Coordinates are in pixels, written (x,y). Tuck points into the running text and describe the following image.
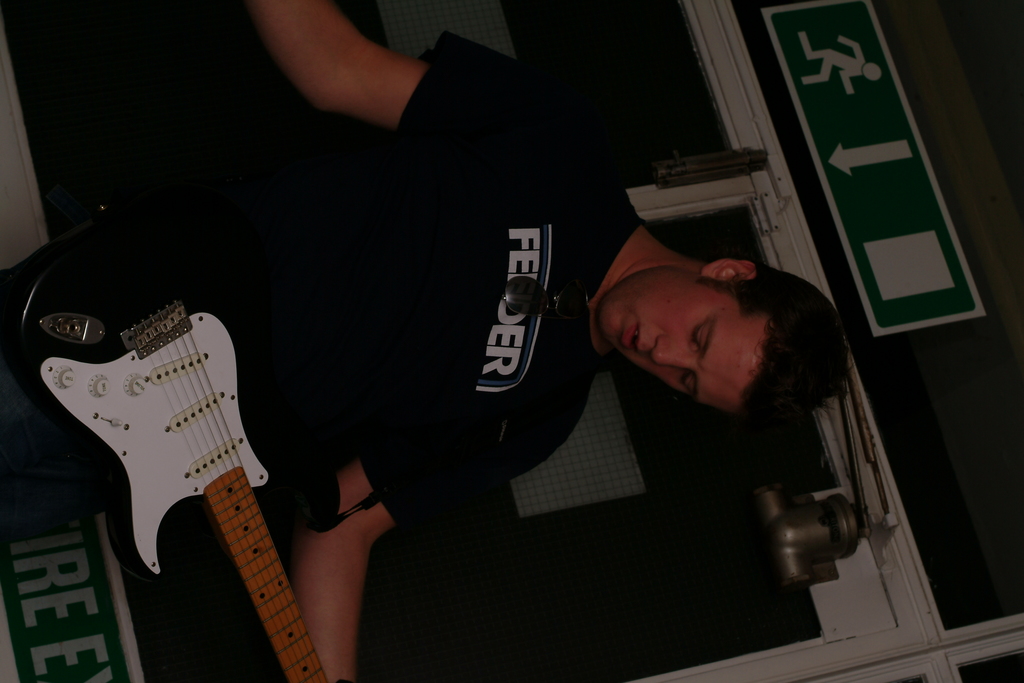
In this image I can see a person (455,310) holding a guitar (114,300). There is a sign board (839,124) and a window (403,650) at the back (844,137).
